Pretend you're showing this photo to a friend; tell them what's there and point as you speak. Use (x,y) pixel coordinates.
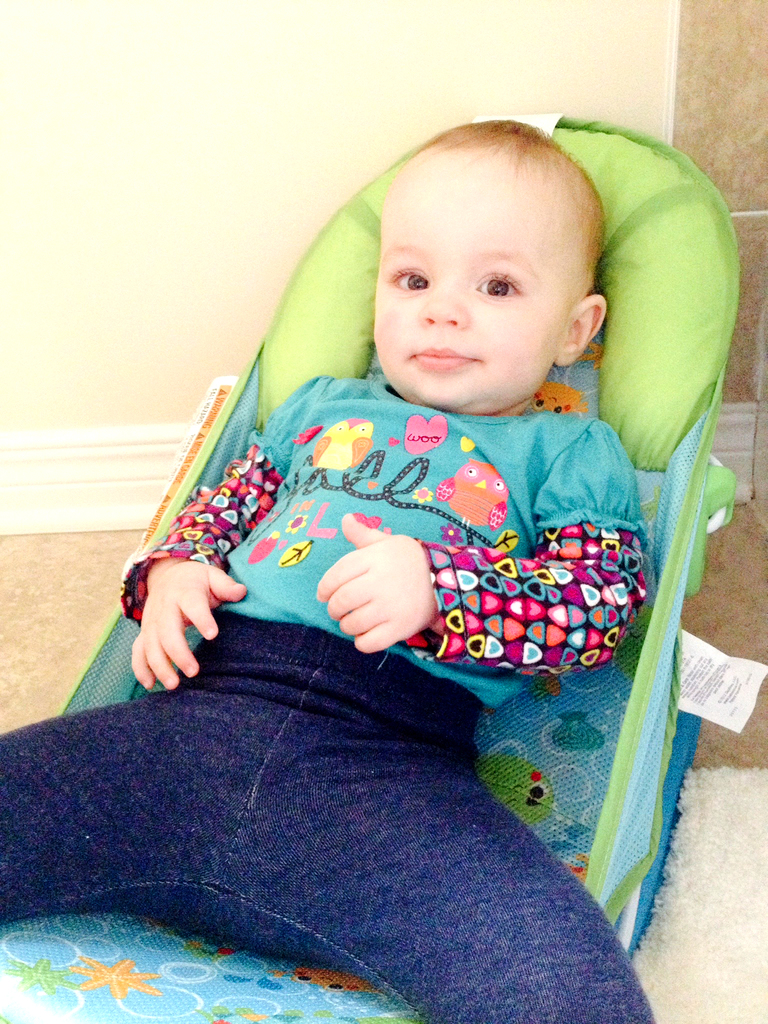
In this image there is a kid (450,720) sitting on a seat (488,766). There is a label (693,691) with text (697,676) to the seat (643,692). Behind it there is a wall (129,148).
